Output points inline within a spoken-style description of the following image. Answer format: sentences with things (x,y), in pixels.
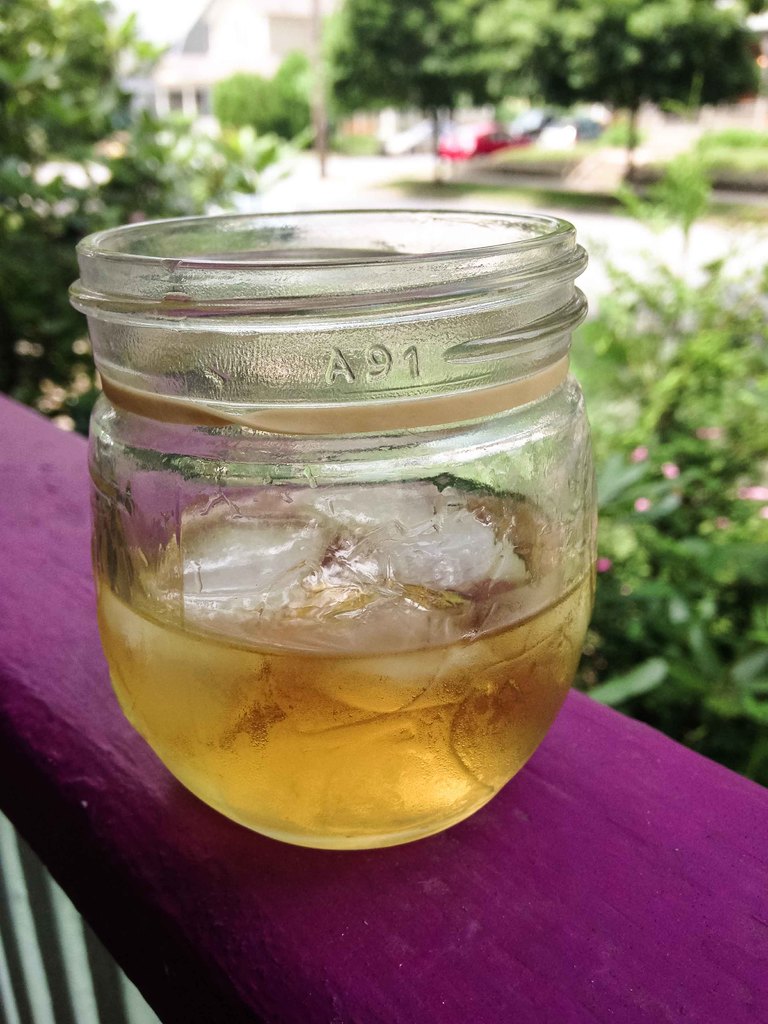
In this picture I can see the violet color thing (450,1023), on which I can see a jar (292,449) and in the jar (356,470) I can see the liquid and few white color things (325,528) and I see an alphabet (351,366) and 2 numbers (388,350) written on the jar (316,340). In the background (257,150) I can see number of trees (363,93) and I see that it is blurred.
